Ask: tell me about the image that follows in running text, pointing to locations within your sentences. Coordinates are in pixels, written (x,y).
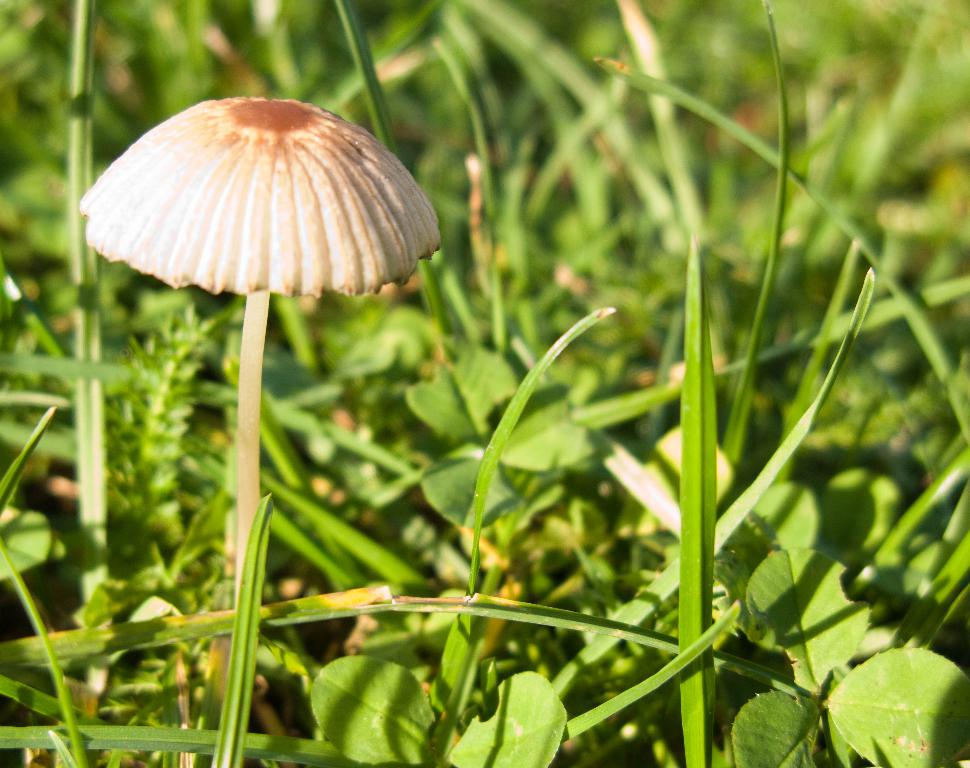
In this image I can see the mushroom (218,274) which is in cream and brown color. I can see the grass (264,528) which is in green color.
